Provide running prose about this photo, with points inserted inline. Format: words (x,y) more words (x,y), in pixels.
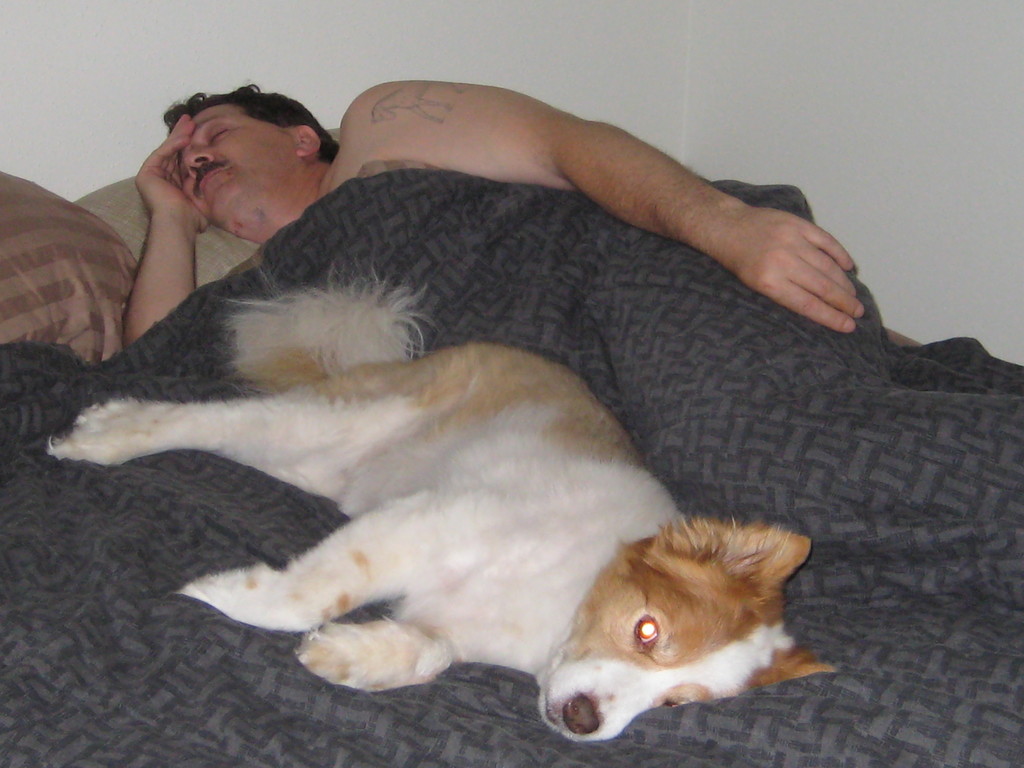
In this picture we can see a few pillows (202,268) on the bed (249,299). There is a person (189,253) sleeping on the bed (700,262). We can see a blanket (153,513) and a dog (309,597) on the bed (853,608). A wall (974,116) is visible in the background (974,116).
